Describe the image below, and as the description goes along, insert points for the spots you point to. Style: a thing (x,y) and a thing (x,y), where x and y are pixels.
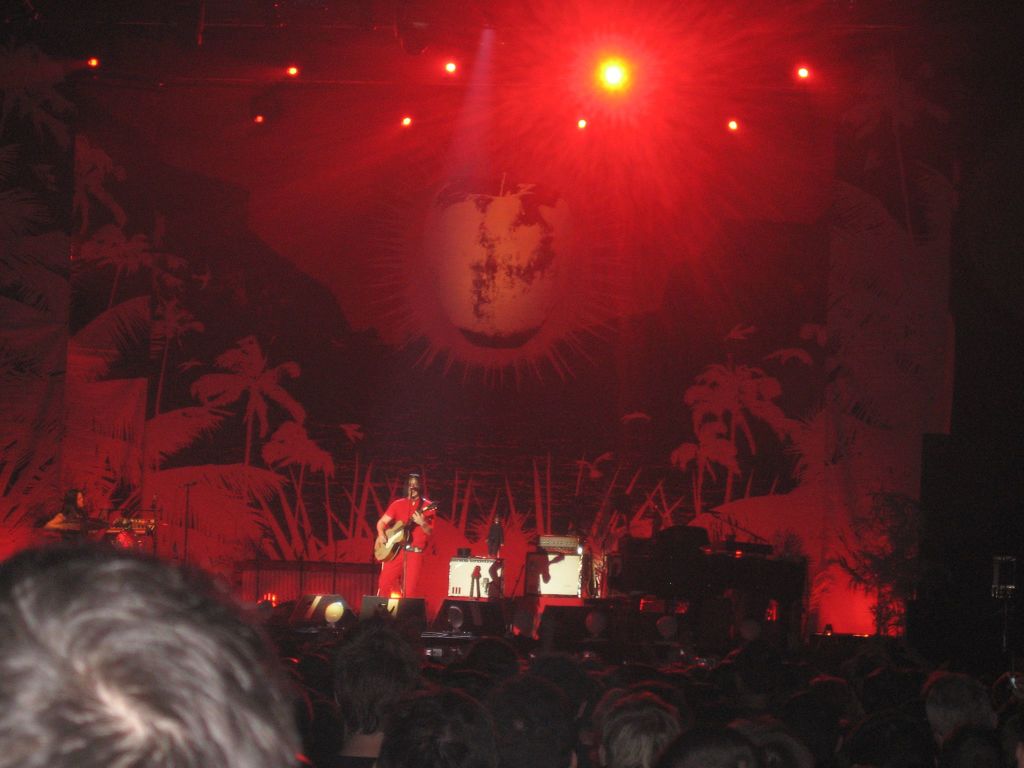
In this image we can see the people (579,692) in front of the stage (406,611). And we can see the persons (408,541) standing on the stage (417,592) and playing musical instruments (399,538). We can see there are lights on the stage (444,563). At the top (425,100) we can see the wall (343,91) with painting (676,159) and lights (731,124).
